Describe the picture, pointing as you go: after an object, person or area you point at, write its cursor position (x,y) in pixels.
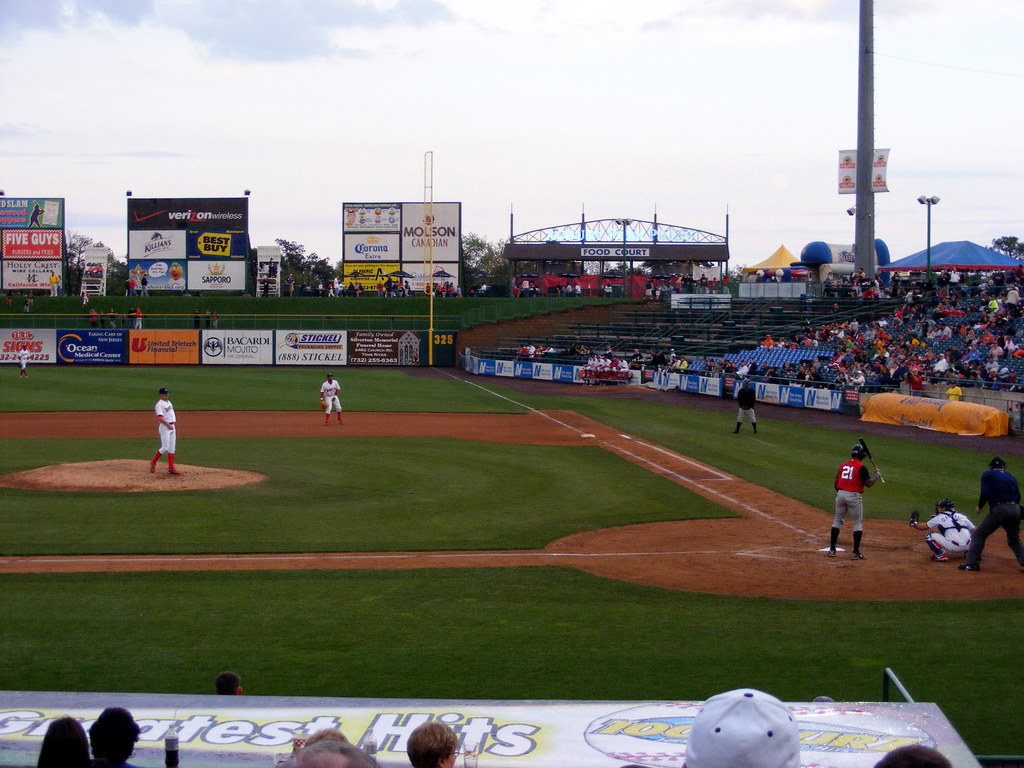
In this image we can see a few people (833,359), among them some are on the ground (508,445), we can see some boards (397,358) with images (513,373) and text (693,239), there are few trees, poles (866,136) and fence (485,313), in the background (880,105) we can see the sky (947,89).
